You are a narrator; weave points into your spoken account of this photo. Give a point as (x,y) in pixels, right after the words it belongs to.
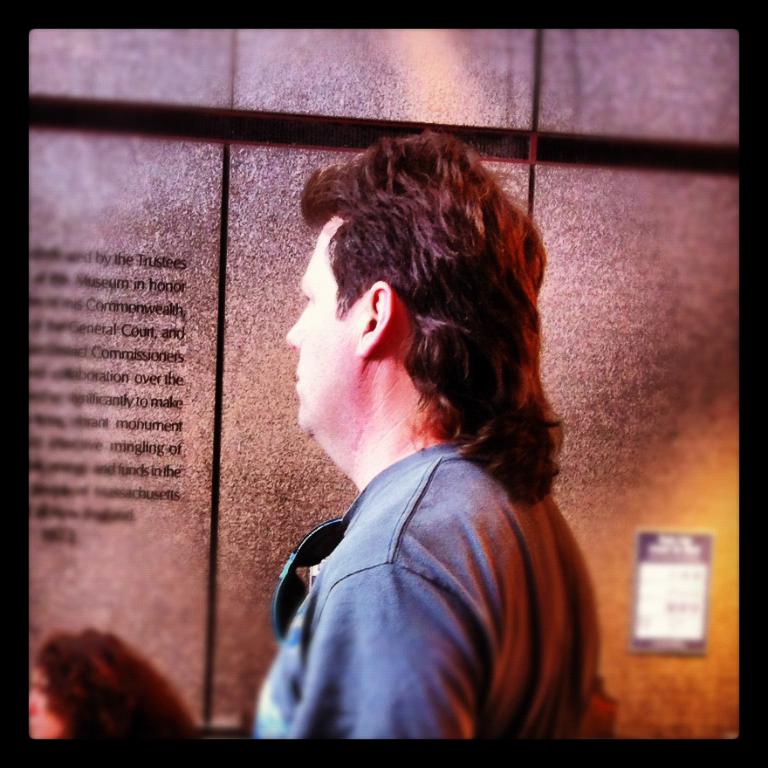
In this picture we can see a man (437,522), he wore a blue color T-shirt (480,552), beside to him we can find a frame (649,609) on the wall (605,616).
